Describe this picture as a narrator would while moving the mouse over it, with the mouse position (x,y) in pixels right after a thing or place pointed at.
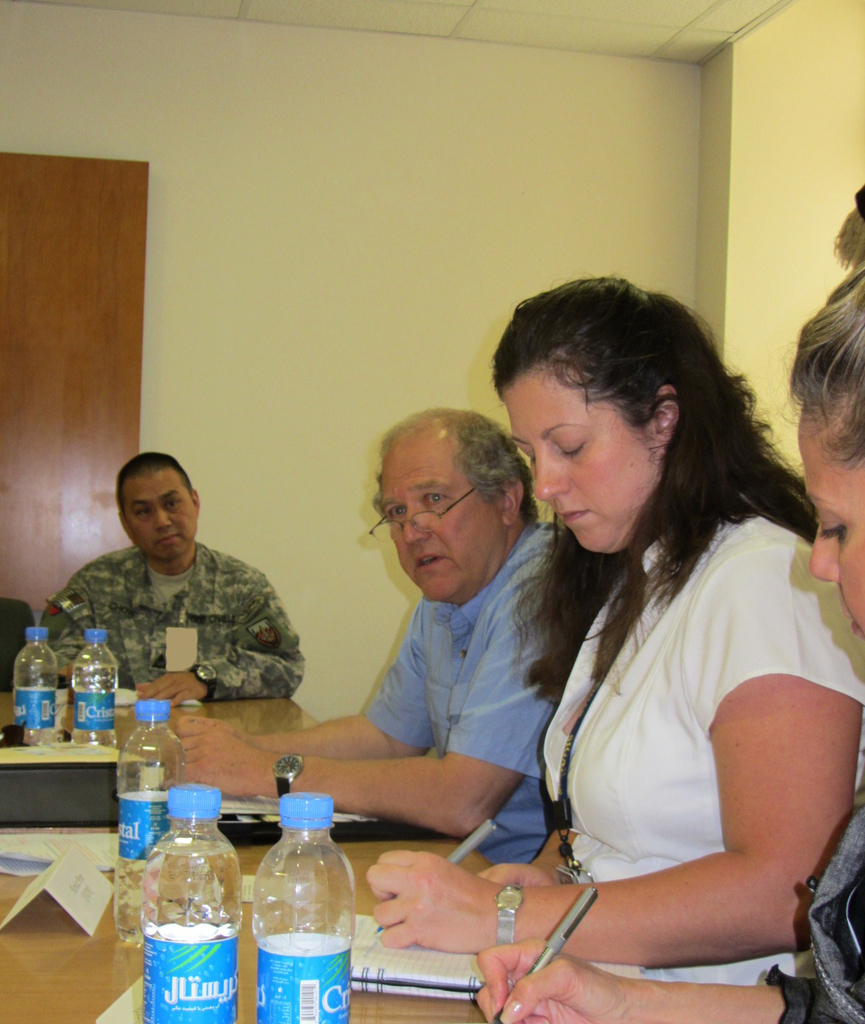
In this image there are group of persons (496,638) who are sitting on the chairs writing something and there are some bottles (322,833) on top of the table (357,879).
